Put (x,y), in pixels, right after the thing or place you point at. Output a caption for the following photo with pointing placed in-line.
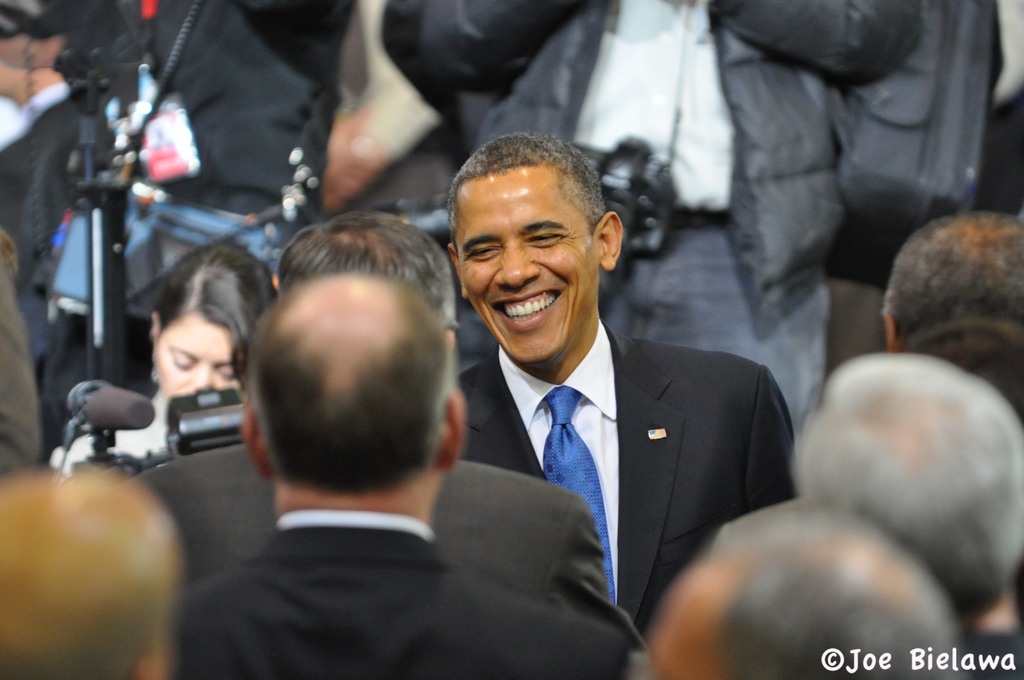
At the center of the image (495,293) there is Obama (518,284), around Obama (569,325) there are a few people (685,328) standing and there are cameras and mics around him, at the bottom of the image (872,652) there is some text (884,664).
